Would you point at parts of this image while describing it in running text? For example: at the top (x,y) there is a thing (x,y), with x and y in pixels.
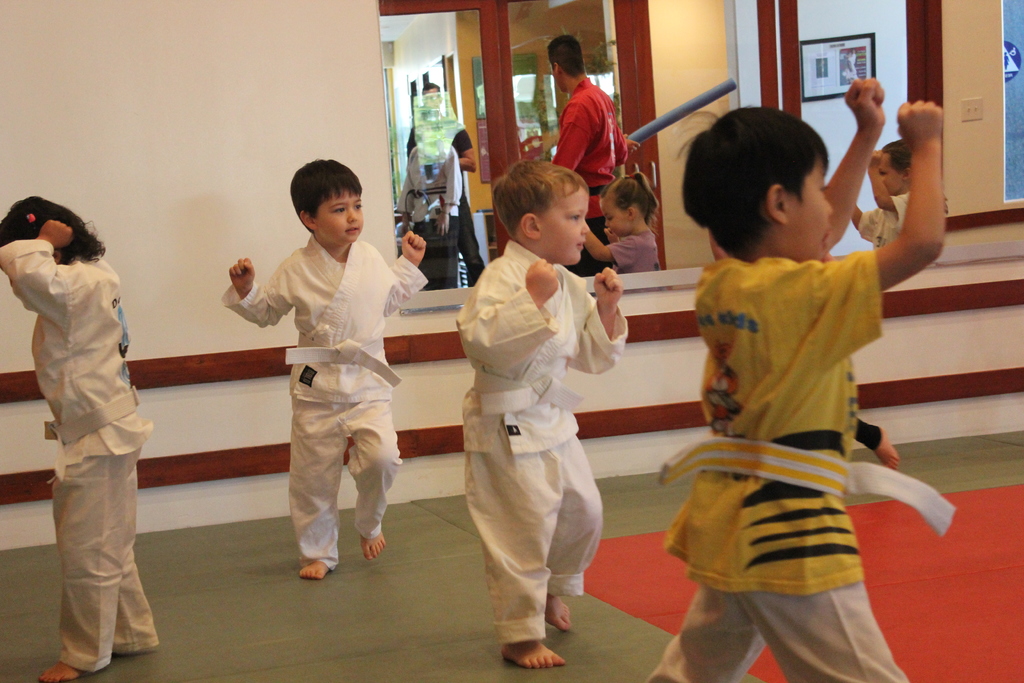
In the picture we can see some kids (721,393) with martial arts dresses (70,309) and they are practicing some actions and in the background (926,378), we can see a wall (348,28) with a mirror (806,112) and in the mirror (426,40), we can see an image of a man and a girl child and some persons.
